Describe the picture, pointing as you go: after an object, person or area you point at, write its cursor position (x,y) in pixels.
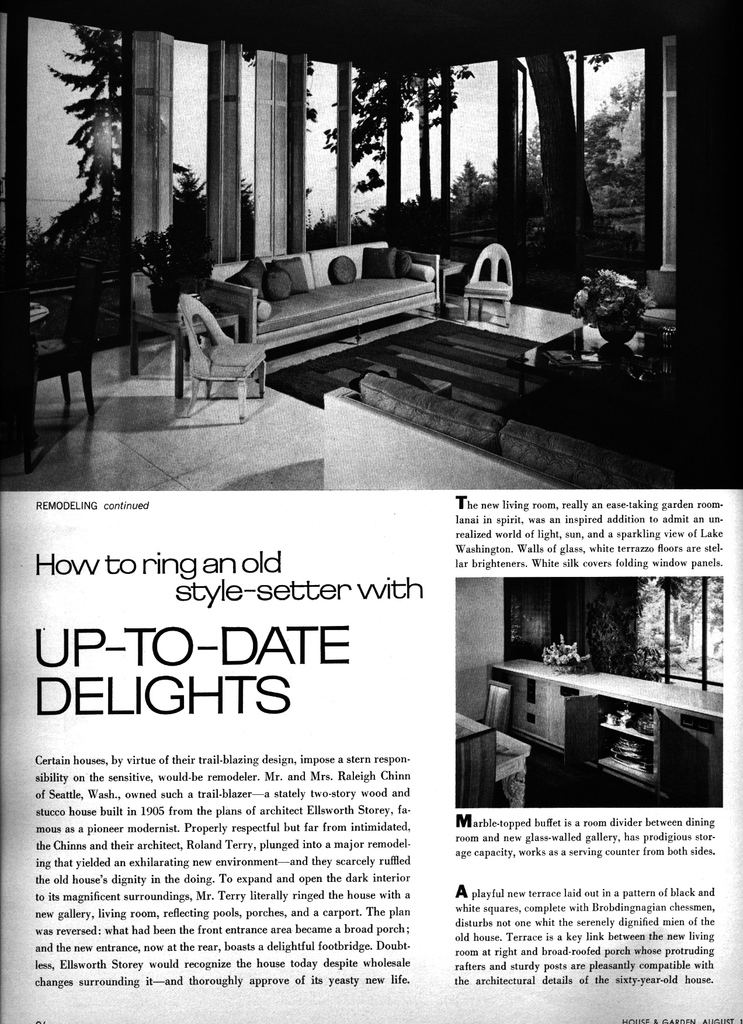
In this picture there is a book (193,281). In that book (183,289) we can see the room (334,403). At the bottom (85,834) we can see the articles (237,944). In the top left (43,150) we can see many trees (555,138) and sky (363,153). In the center (259,361) we can see table (557,379), chairs (207,319), pot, flowers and mat (506,383).
